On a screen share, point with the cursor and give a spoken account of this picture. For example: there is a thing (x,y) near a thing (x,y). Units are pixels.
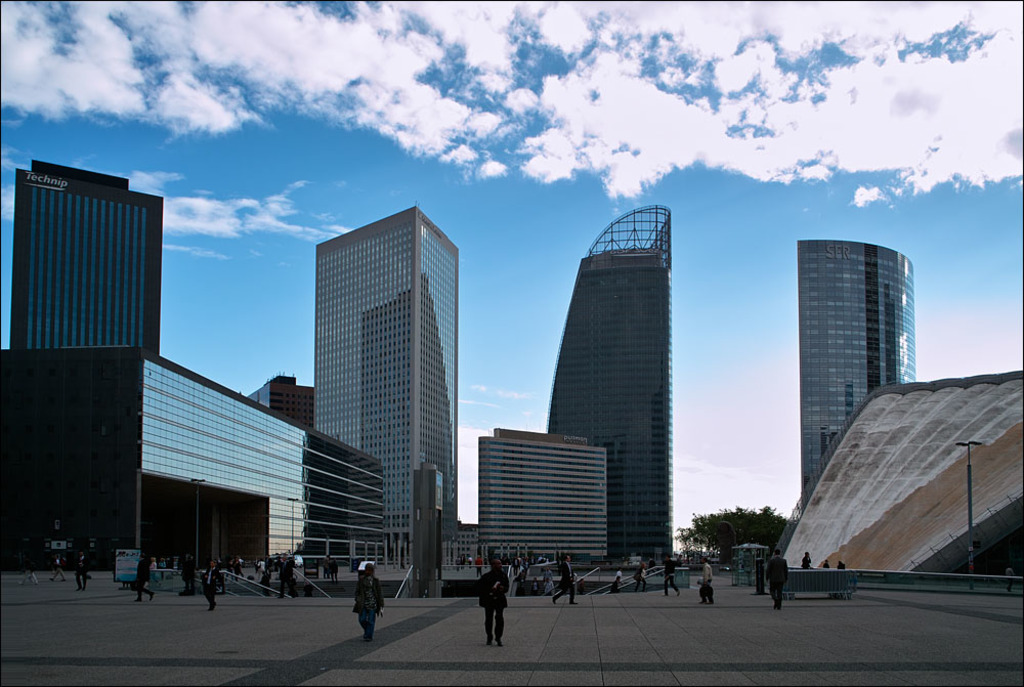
In this picture we can observe buildings (853,375). There are some people (289,584) walking on the land (768,594). We can observe some trees (713,540). In the background (645,113) there is a sky (413,80) with some clouds (473,49).
